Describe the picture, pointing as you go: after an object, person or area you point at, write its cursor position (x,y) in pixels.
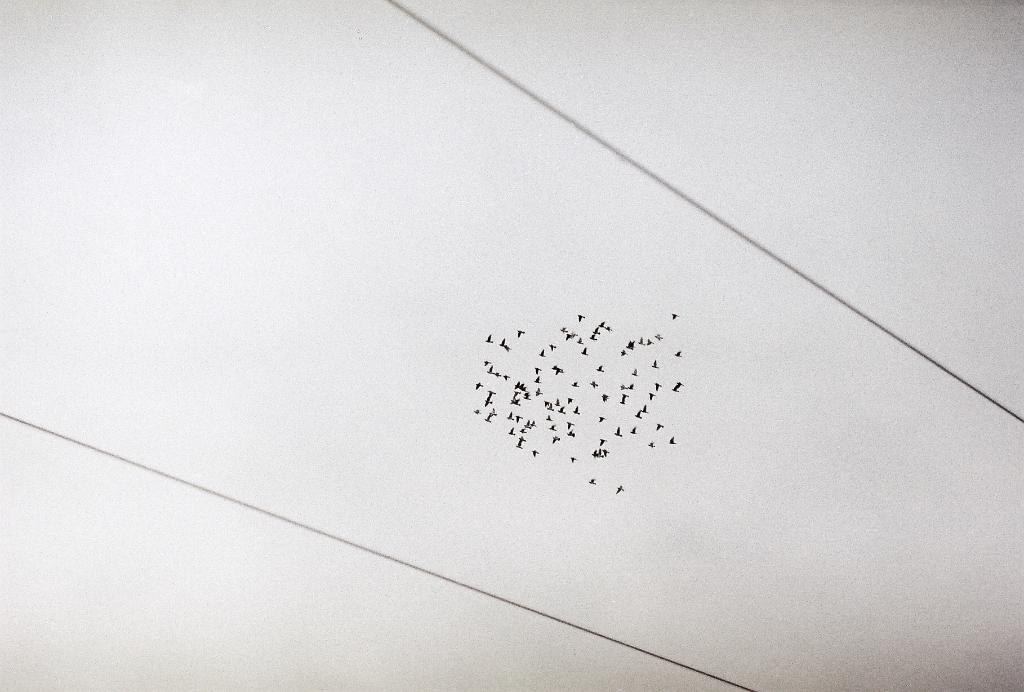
In this image, we can see a group of birds (502,342) are flying in the air (561,381). Here we can see the sky (316,265) and wires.
